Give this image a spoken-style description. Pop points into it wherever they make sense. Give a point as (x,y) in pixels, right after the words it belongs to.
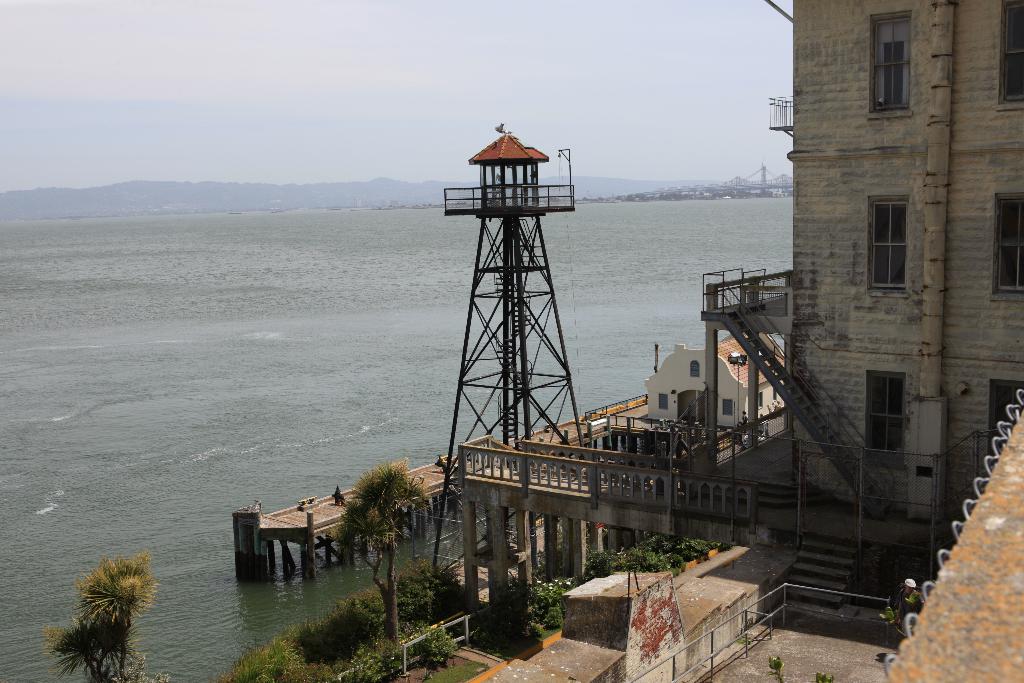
In this image there is a building (834,408), in front of the building (834,394) there is a tower (562,387), trees (391,639), plants (342,634) and there is a bridge (261,524) on the river (192,576) and in the background (9,166) there are mountains (38,215) and the sky (477,147).
